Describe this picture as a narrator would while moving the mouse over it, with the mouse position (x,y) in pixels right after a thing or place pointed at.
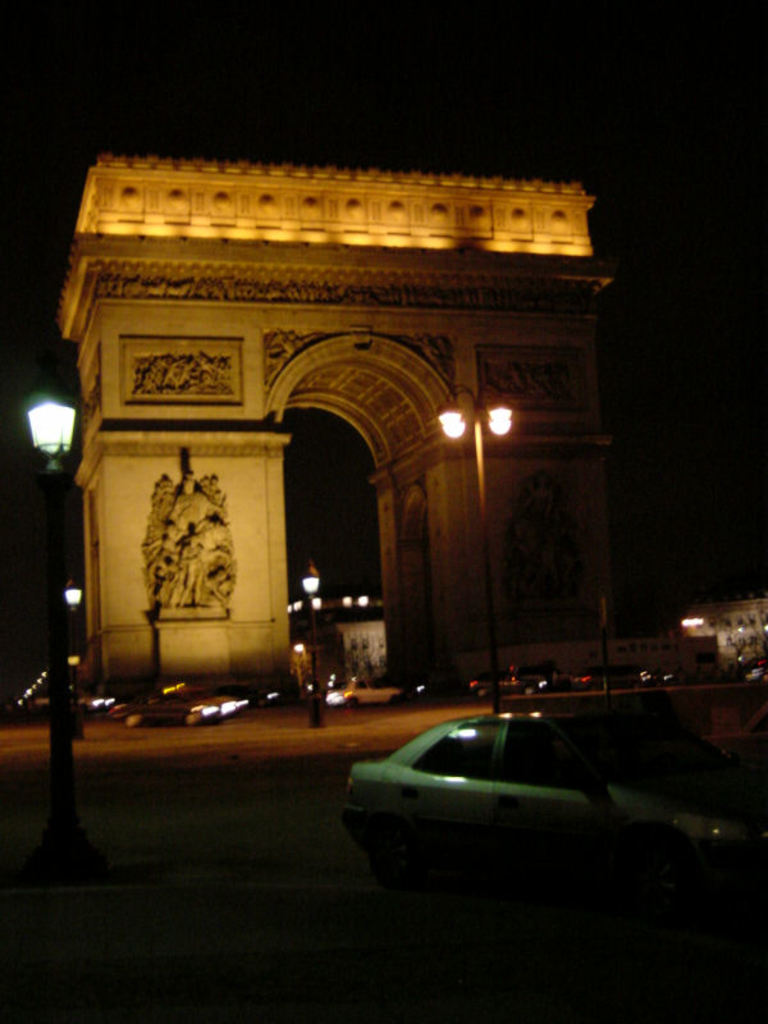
At the bottom of the picture (498,789), we see a car (498,784). Behind that, we see street lights (57,747). Here, we see the cars (251,698) which are moving on the road (128,796). In the middle of the picture (502,354), we see an arch (390,568). There are buildings (724,617) and street lights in the background (723,615). In the background (183,124), it is black in color. This picture is clicked in the dark.
